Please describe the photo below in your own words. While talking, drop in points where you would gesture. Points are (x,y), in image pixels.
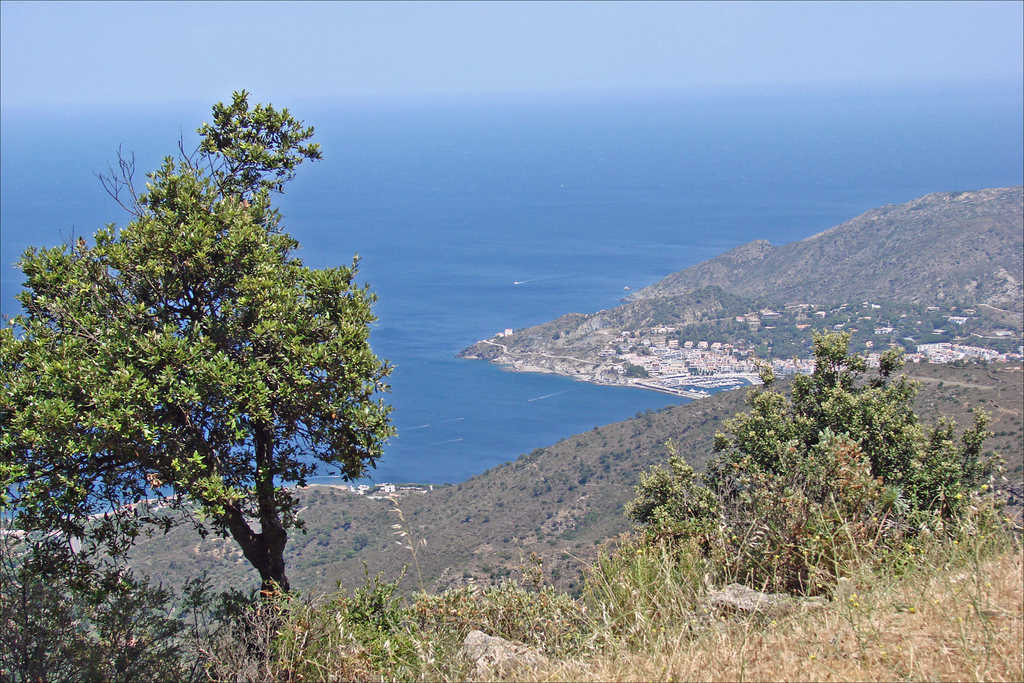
In the picture we can see a scene with tree (295,377) and plants (448,631) on the hill (642,620), in the background (715,421), we can see hills (688,420), ocean (619,407) and the water (595,248) is blue in color and a sky (375,94).
